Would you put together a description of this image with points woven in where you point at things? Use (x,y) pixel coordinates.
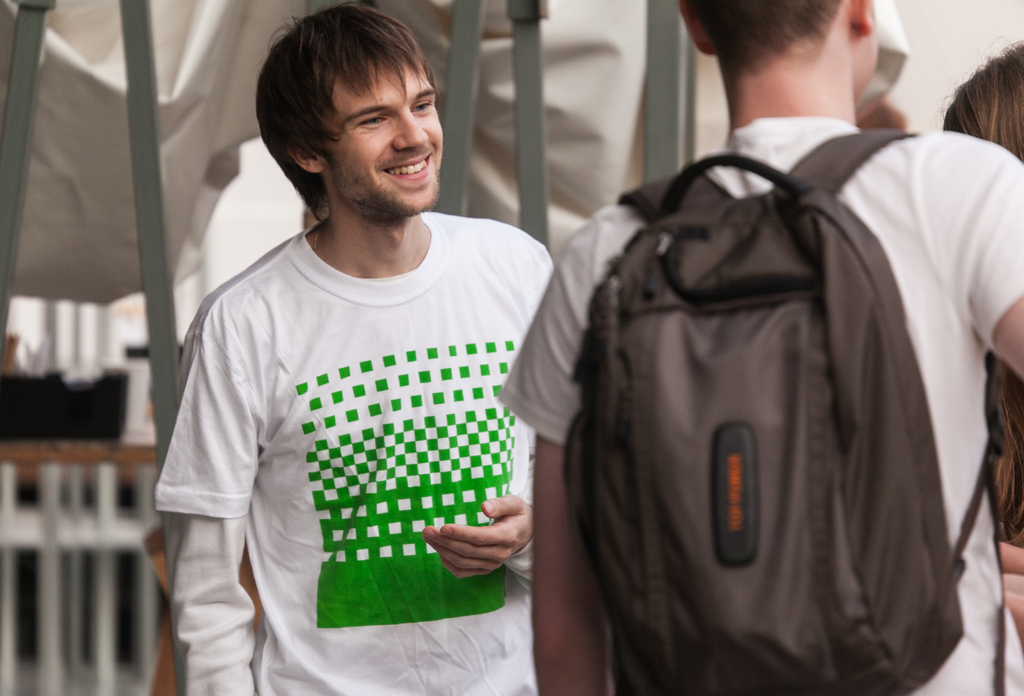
In this picture we can see two men (468,286) where one is smiling and other is carrying bag (656,410) and in background (150,35) we can see rods (132,41), fence (74,472), cloth (169,120), some person (952,105).
